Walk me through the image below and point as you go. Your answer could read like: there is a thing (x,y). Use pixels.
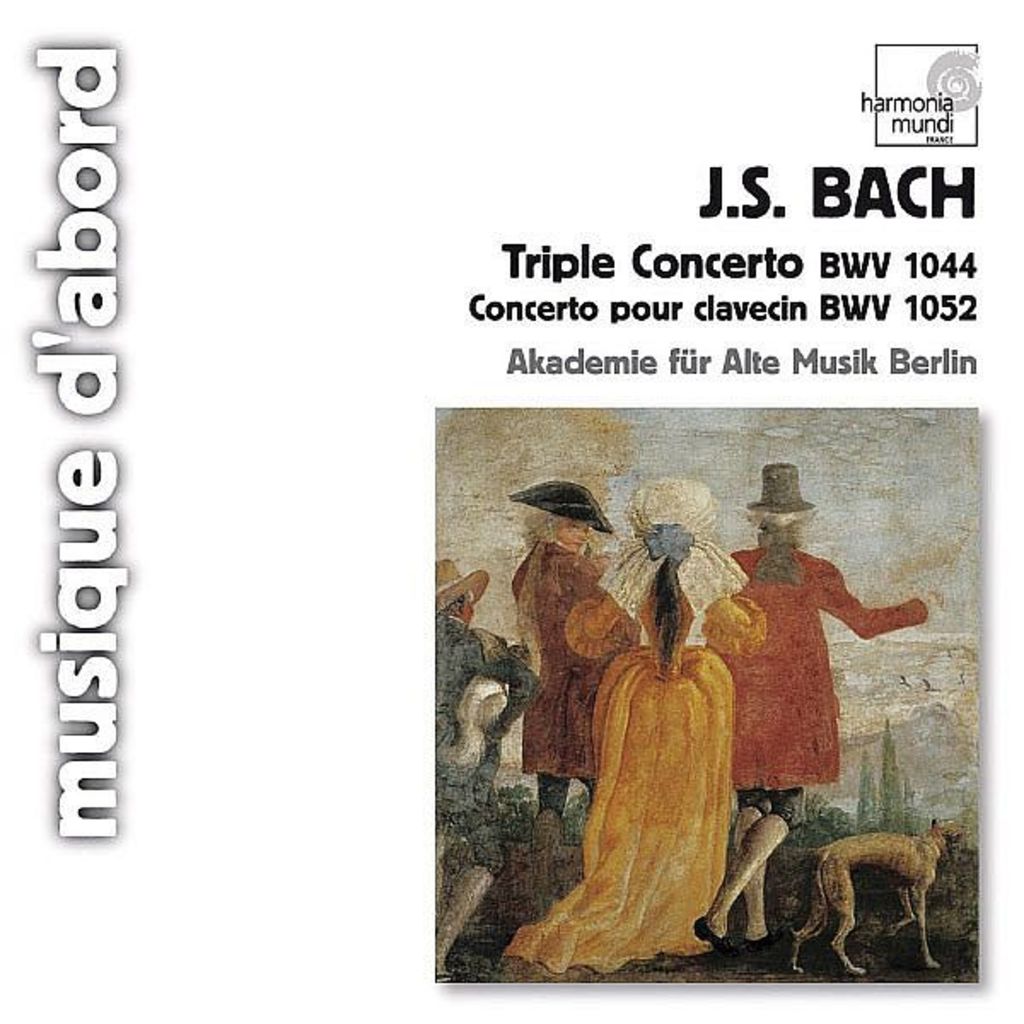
In this image there is a painting (859,416) on the right side (694,600) bottom in which there are four persons (694,727) standing on the ground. Above the painting (734,562) there is some text (914,263). On the left side (72,345) there is another text (124,582).
